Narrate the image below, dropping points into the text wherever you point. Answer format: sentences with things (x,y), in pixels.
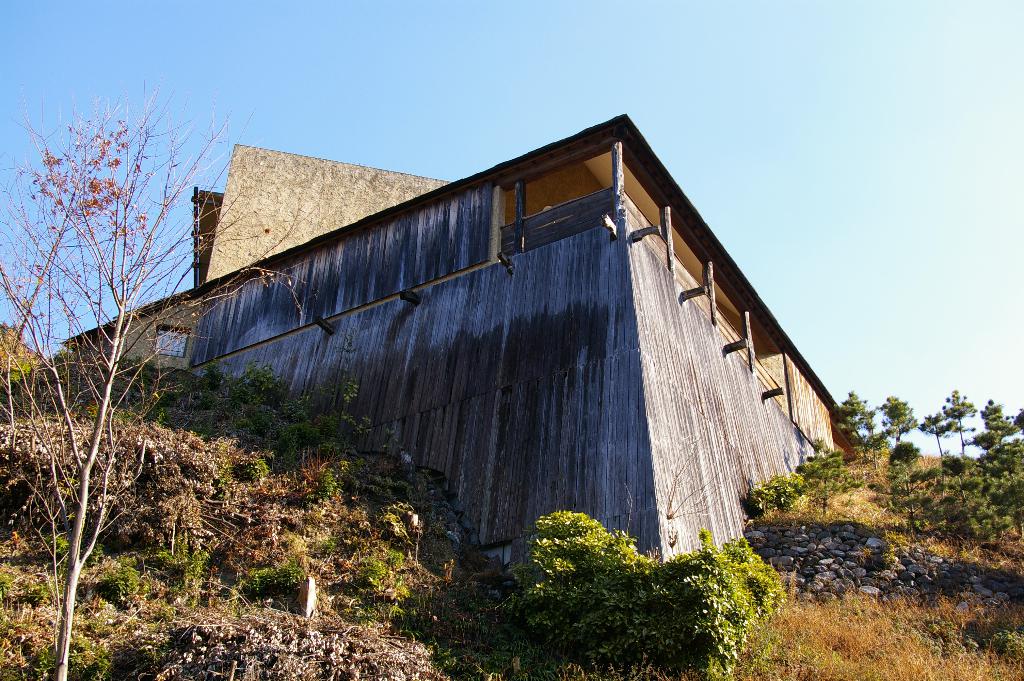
In this image we can see a building (383,277). Near to the building (492,375) there are trees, plants (659,591) and stones (842,571). In the background (459,112) there is sky (206,92).
